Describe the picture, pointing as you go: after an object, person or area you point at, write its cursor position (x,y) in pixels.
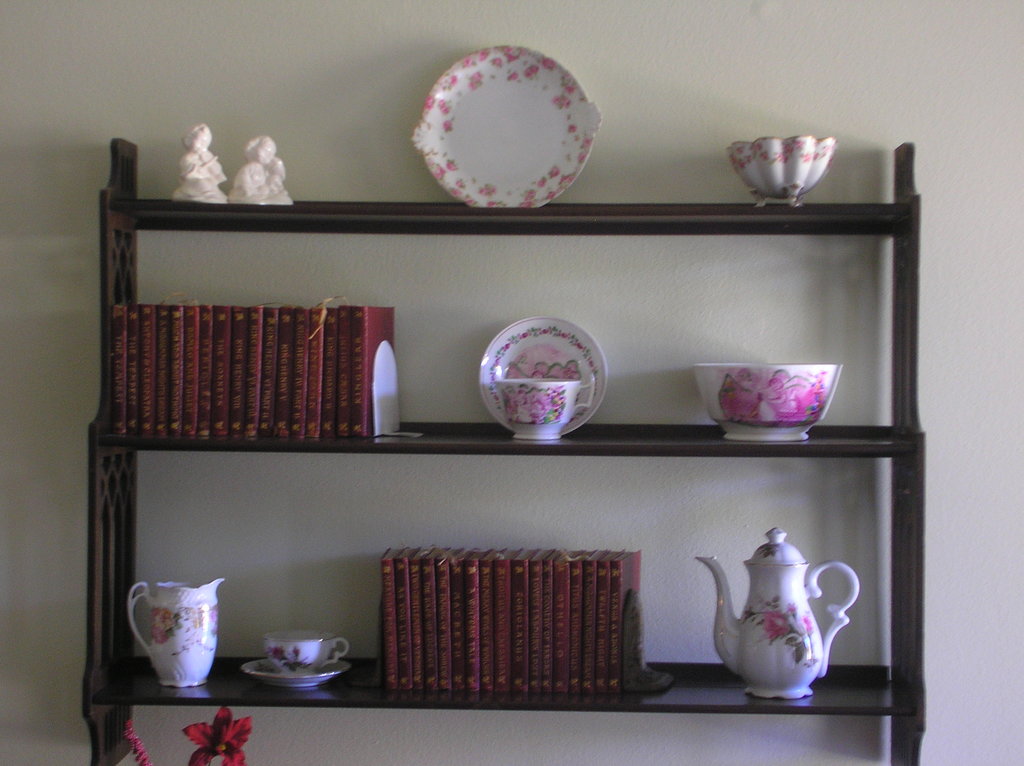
In this image, we can see some shelves (909,424) with objects (393,623) like plates (516,337), bowls (810,370), jars (800,570), books (433,674) and some mini statues (211,159). We can also see the wall (318,152).
